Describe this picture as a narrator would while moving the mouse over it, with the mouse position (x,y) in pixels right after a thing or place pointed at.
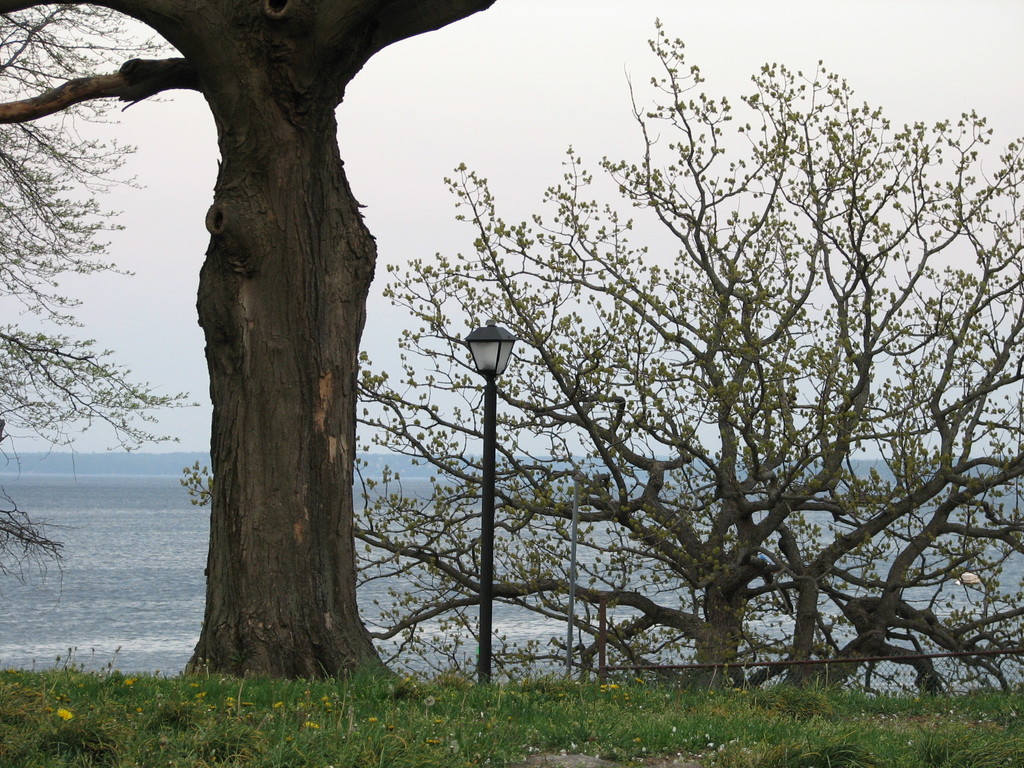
In this image we can see some trees (587,653), flowers (280,705) and grass (358,738) on the ground (701,732) and there is a pole light (506,338) and we can see the water (79,539) in the background (547,625) and we can see the sky (457,107).
